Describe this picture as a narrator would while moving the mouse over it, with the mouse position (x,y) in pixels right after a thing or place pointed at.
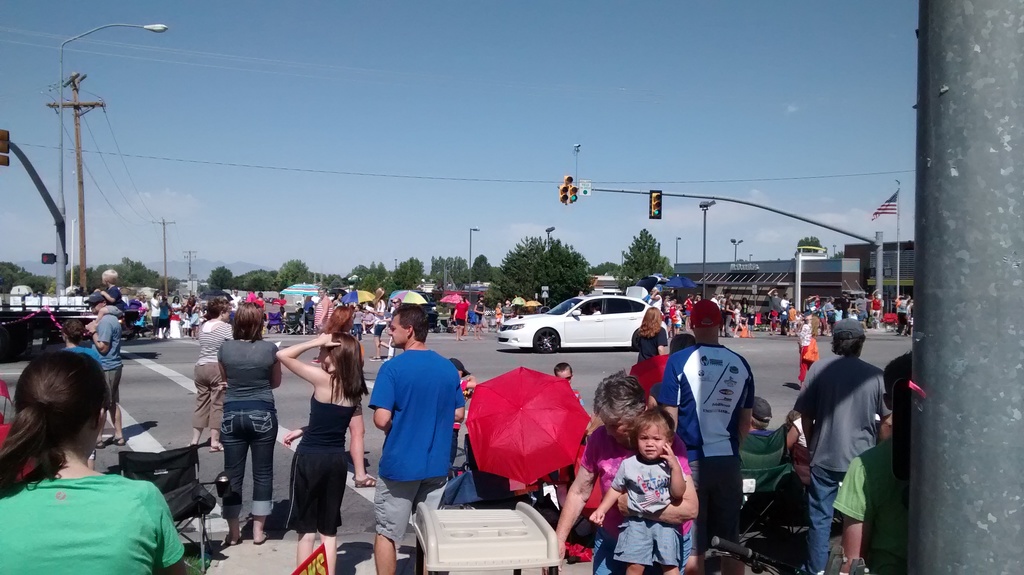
In this image, we can see a crowd (614,415). There is a car (516,326) on the road (472,343). There is an umbrella (512,452) at the bottom of the image (515,467). There are poles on the left side of the image (58,261). There is a signal pole (879,262) and building (791,282) on the right side of the image (750,302). There are some trees (544,261) in the middle of the image (525,261). There is a flag (892,213) in front of the building (824,294). In the background of the image (607,120), there is a sky (462,99).
